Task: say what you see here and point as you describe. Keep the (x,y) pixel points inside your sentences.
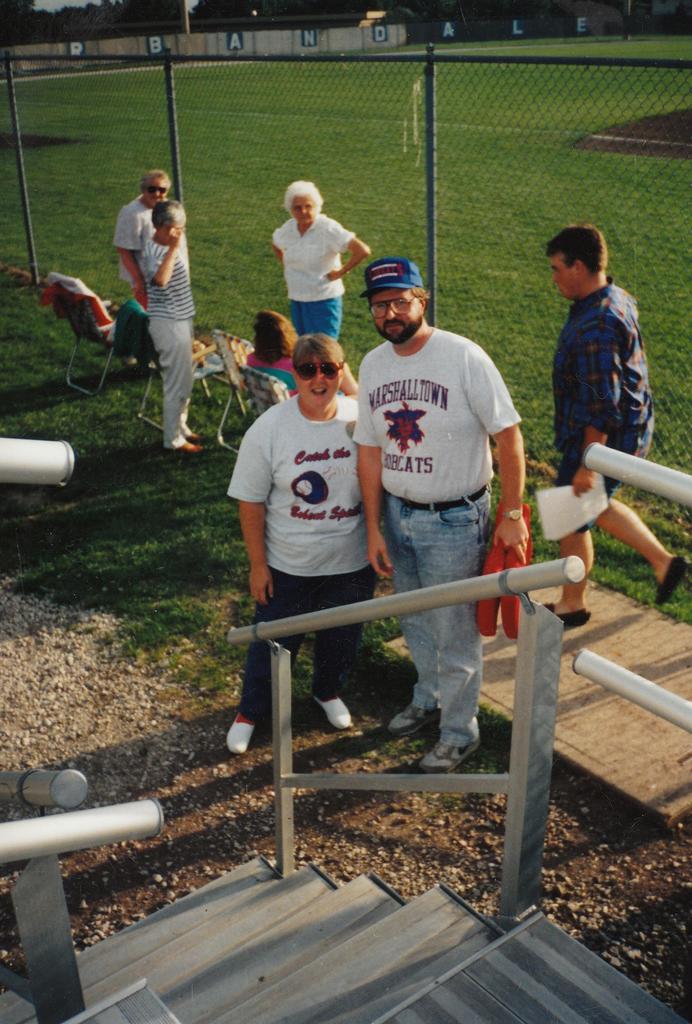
In this image there is a metal object (39,791) on the left corner (65,846). There is a metal object (642,692), a person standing on the wooden object (588,723) in the right corner (658,759). There is a metal object (233,1010), there are people (470,611) standing in the foreground (272,618). There are people (258,365), chairs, a mesh metal fence (357,218), there is grass (263,119) in the background (353,128).
